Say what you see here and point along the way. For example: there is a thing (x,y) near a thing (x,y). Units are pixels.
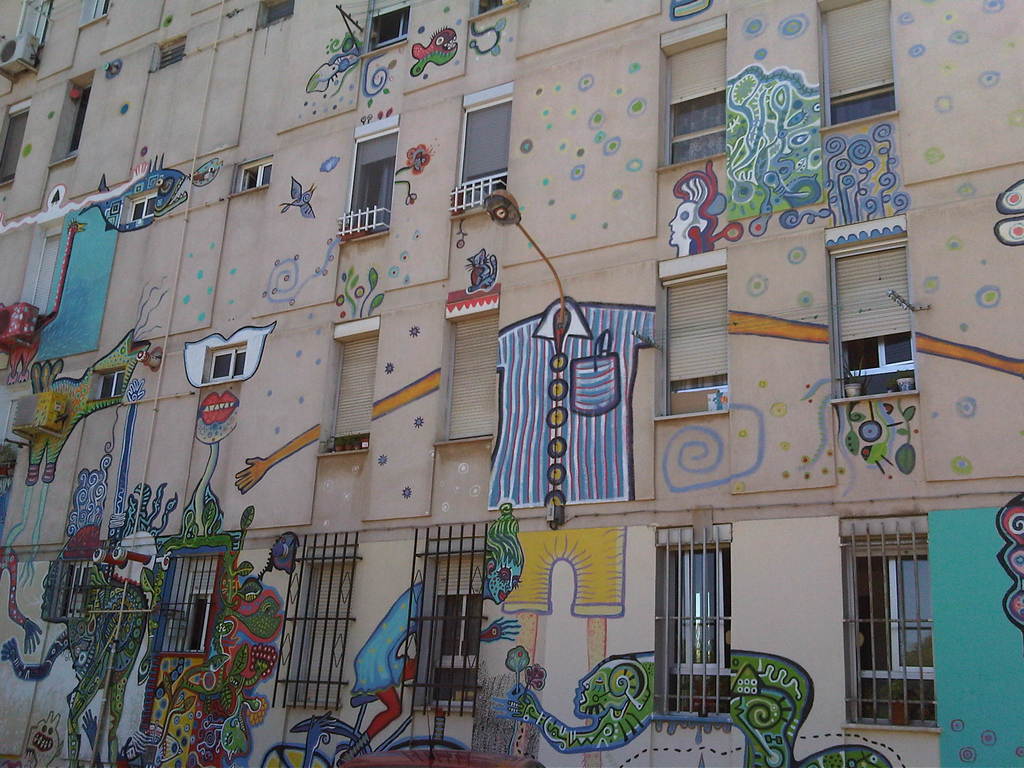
In this picture we can see a building (608,629). There is a painting (270,586) and a few windows (459,598) on this building (695,595).
